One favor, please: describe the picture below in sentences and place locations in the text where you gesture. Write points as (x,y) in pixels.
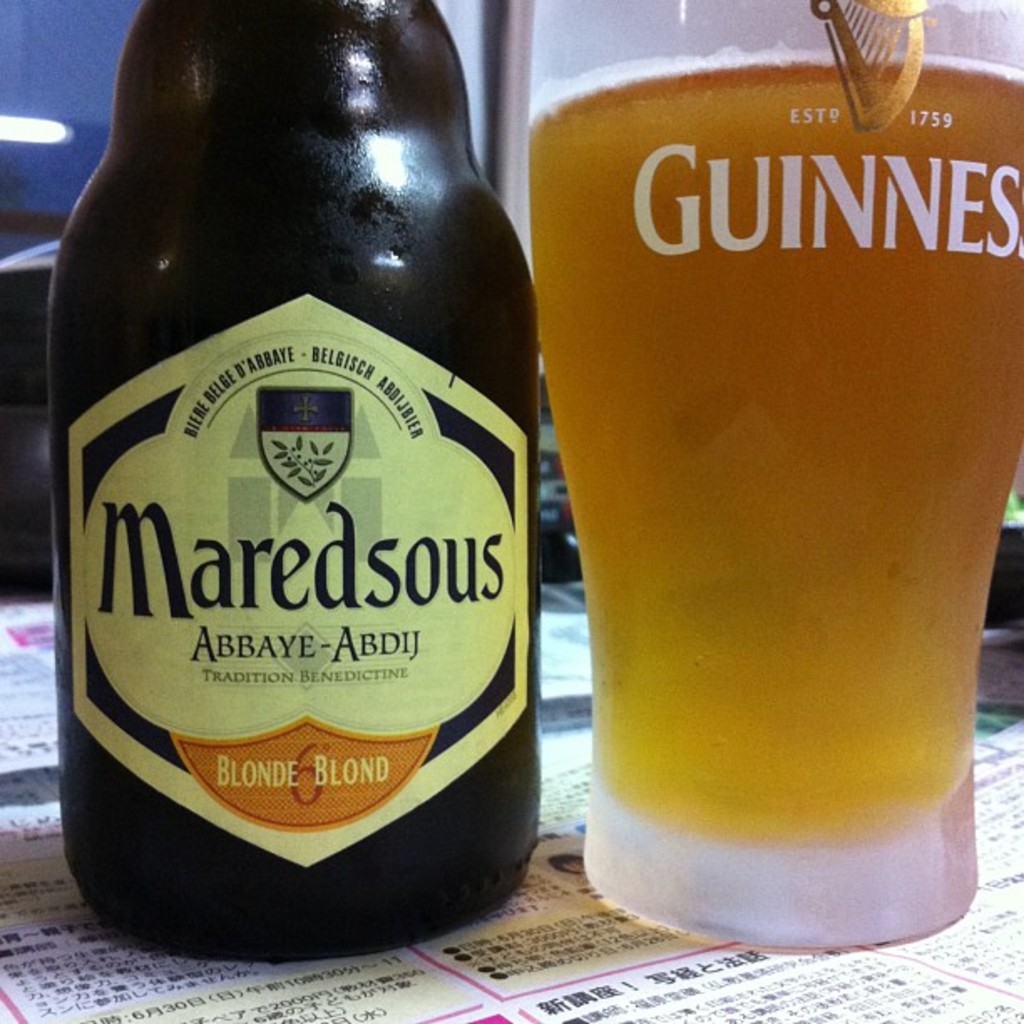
In this image, we can see a bottle (283,473) with a label (283,473). We can also see a glass (696,308) with some liquid (841,653). We can see some posters (446,979) with text (466,958). We can also see the background (46,52).
